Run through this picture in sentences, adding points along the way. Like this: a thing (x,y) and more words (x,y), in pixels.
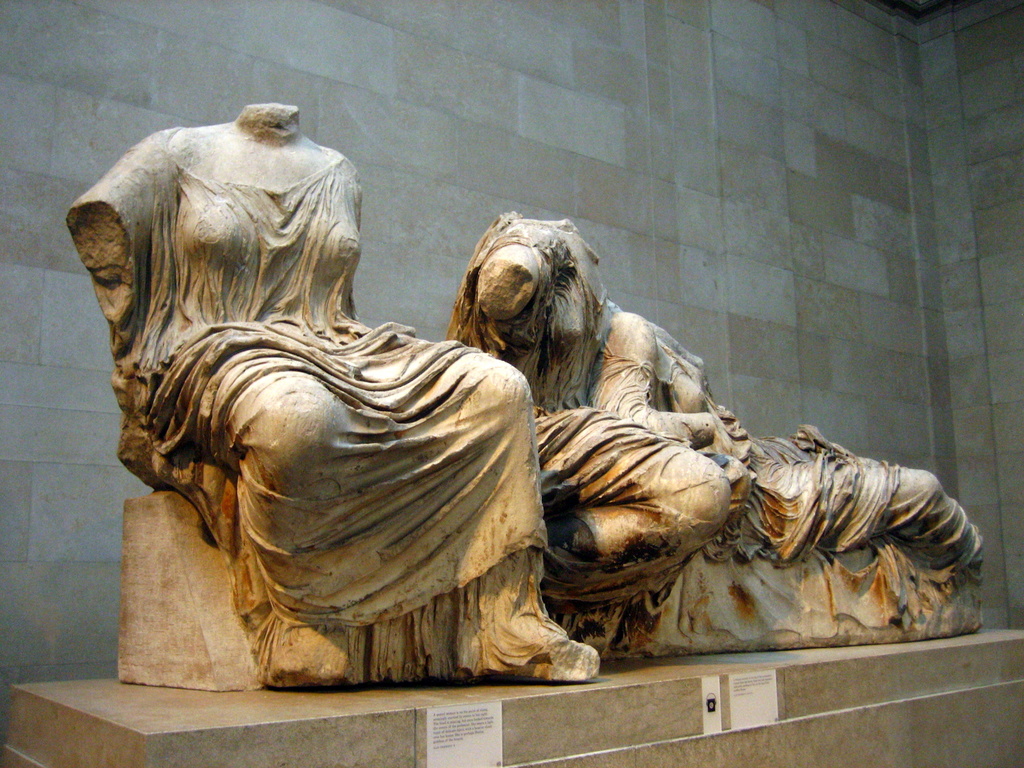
In this image we can see few sculptures (471,515) and walls (899,190).
